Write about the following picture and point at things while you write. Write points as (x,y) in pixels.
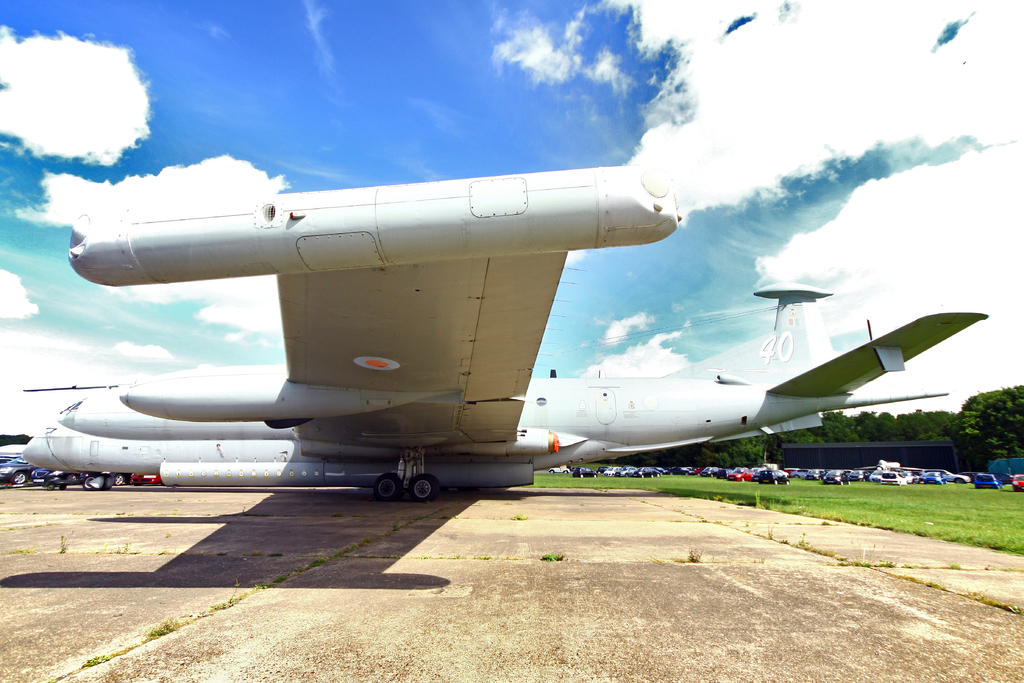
In the center of the image (429,447) there is an aeroplane (451,430). In the background (953,479) there are cars (885,479), trees (969,427), sky (431,110) and clouds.
